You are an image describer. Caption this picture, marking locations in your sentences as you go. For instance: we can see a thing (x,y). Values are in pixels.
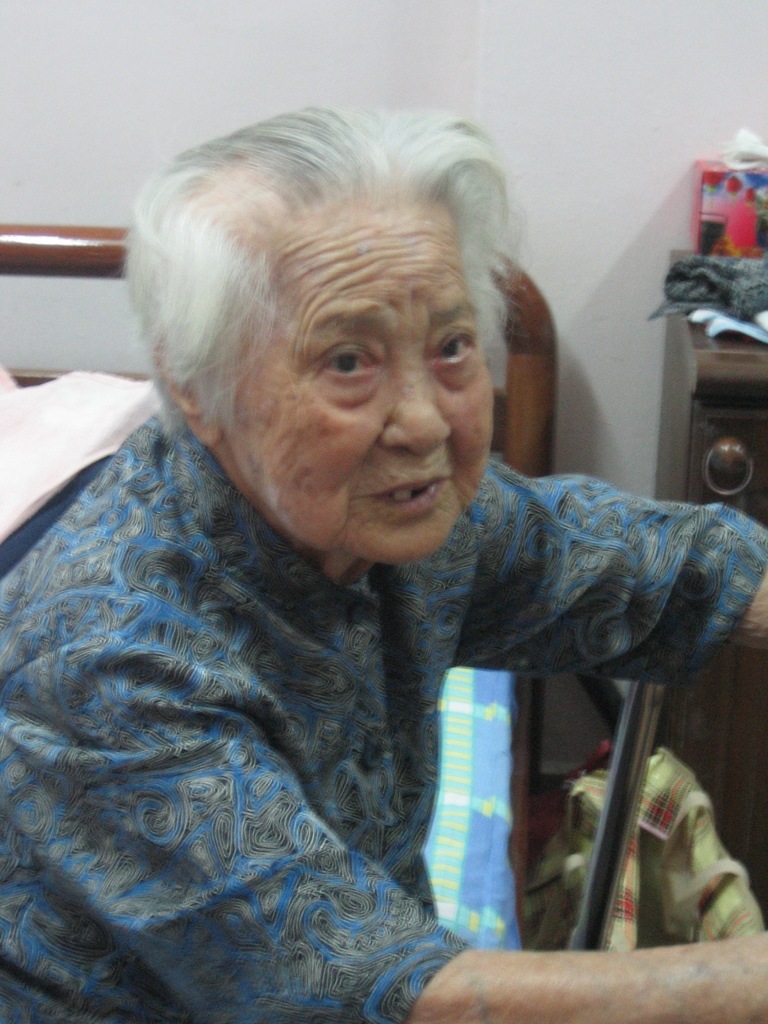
In this image there is an old person (311,721) sitting on the bed (455,860). In the background (162,97) there is a wall (117,57). On the right side (727,355) there is a cupboard (729,364) on which there are clothes (743,265) and a box (727,196).
